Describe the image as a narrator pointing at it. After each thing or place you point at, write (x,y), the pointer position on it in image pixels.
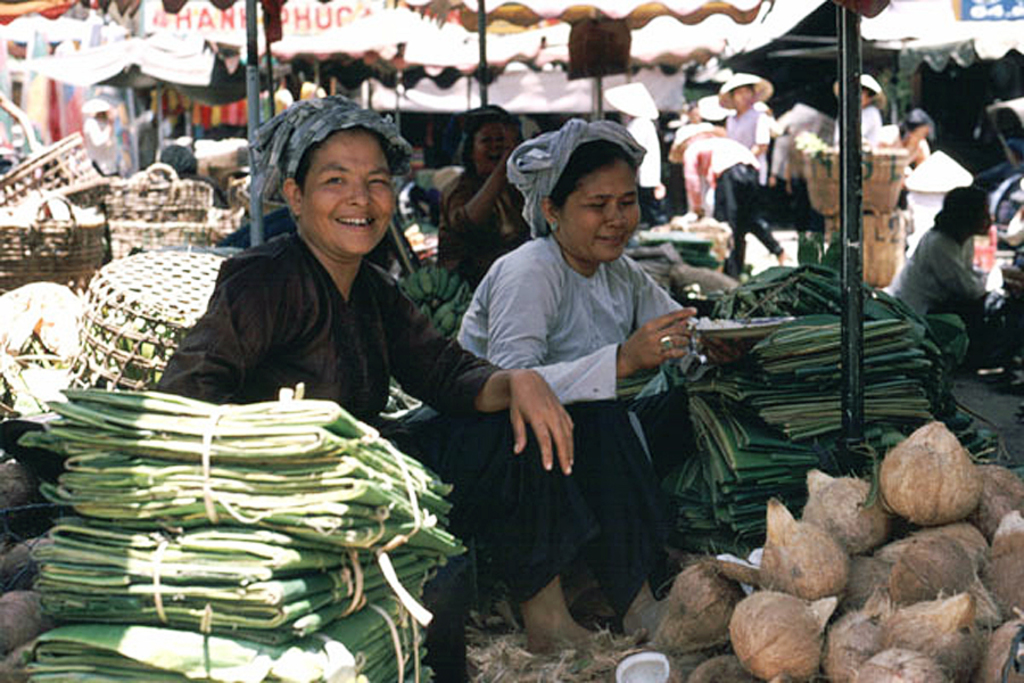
In this image we can see two persons (538,295) sitting. We can also see some coconuts (818,559), some green sheets (305,563), baskets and pole (860,238). On the backside (732,208) we can see some people (747,205) wearing hats (708,117) are standing.
